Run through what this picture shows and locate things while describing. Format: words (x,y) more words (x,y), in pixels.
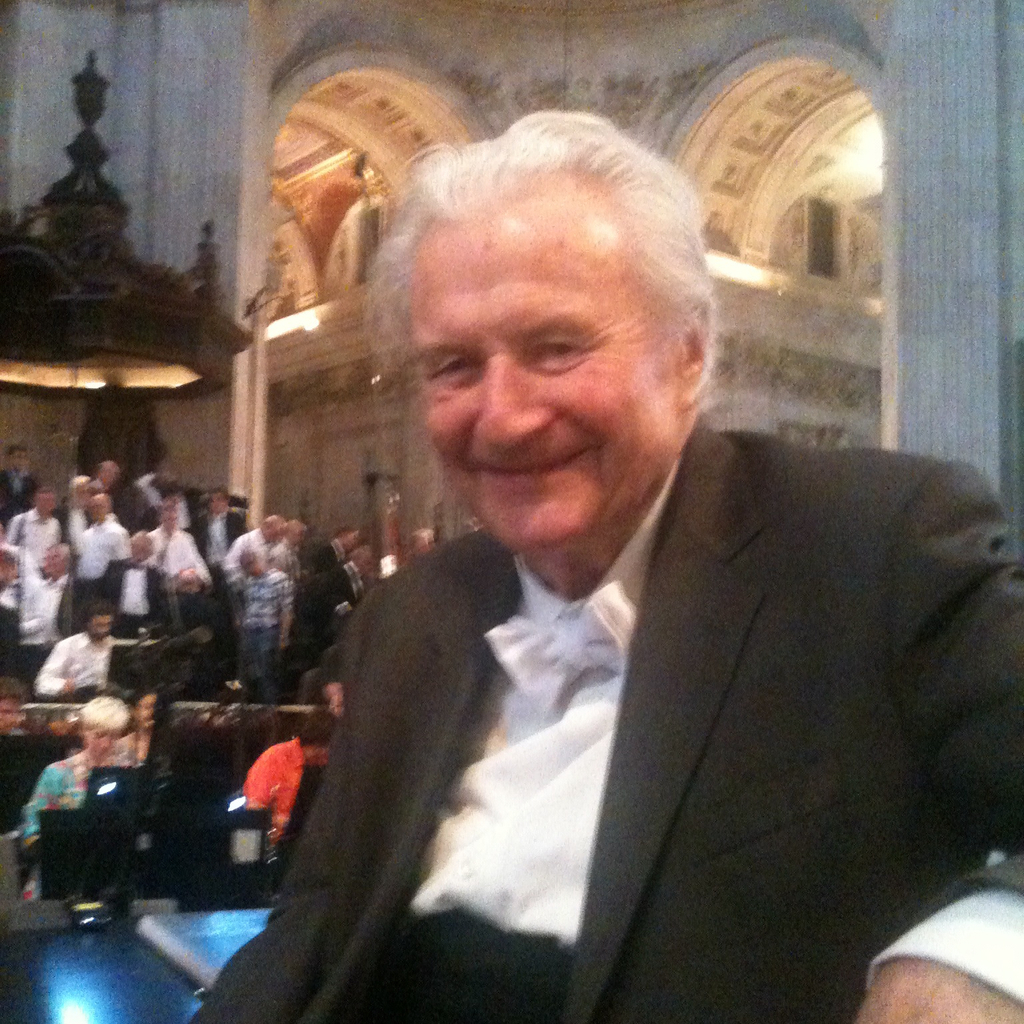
In the foreground of this picture (624,537), there is a man (664,652) in black suit (667,649) having smile on his face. In the background (123,553), there is a crowd (166,576) in the hall (297,94) and the wall (287,103).
